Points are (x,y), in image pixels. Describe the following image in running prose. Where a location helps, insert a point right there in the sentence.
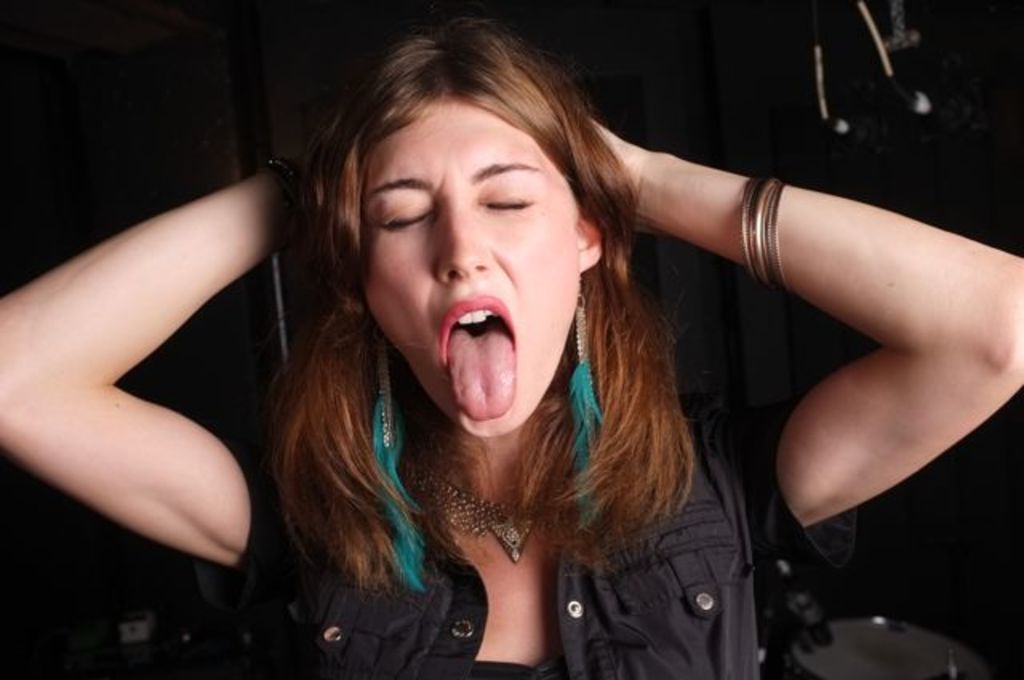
In this picture I can see a woman (536,517). The woman (493,576) is wearing black color jacket (443,603) and bangles (773,236) in the hand (787,238). The background of the image (235,385) is dark.
